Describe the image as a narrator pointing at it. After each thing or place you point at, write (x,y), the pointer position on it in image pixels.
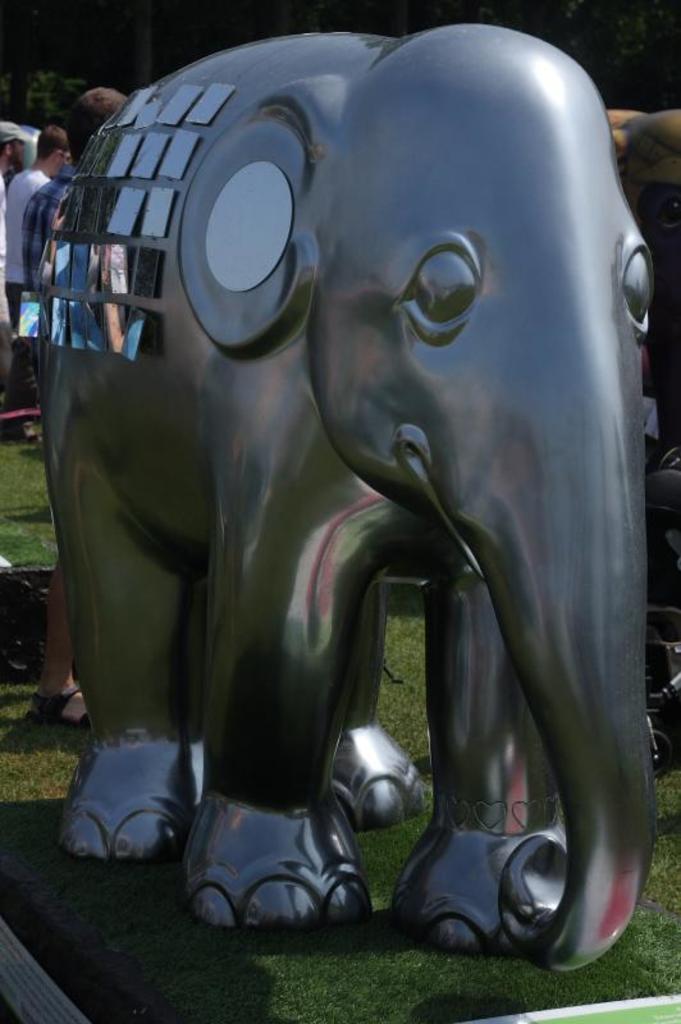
In this image I can see the toy elephant (234,94), background (47,21) I can see few persons (10,122) standing and I can see trees (272,27) in green color.
